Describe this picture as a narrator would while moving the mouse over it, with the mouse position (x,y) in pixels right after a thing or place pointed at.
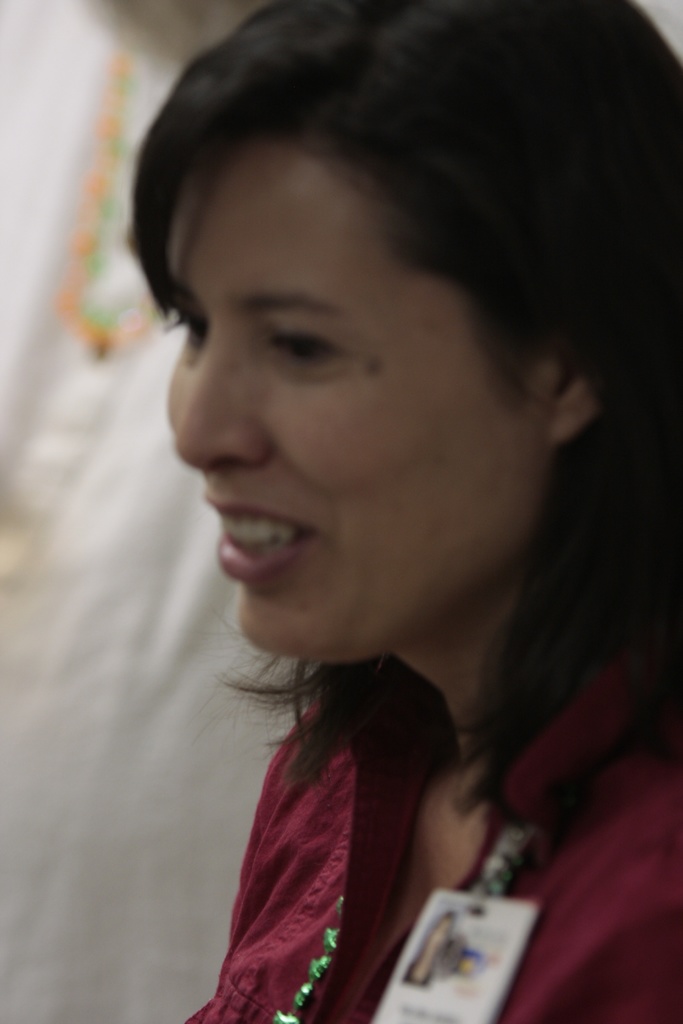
A woman (401,539) is smiling, she wore dark red color shirt (359,913).
